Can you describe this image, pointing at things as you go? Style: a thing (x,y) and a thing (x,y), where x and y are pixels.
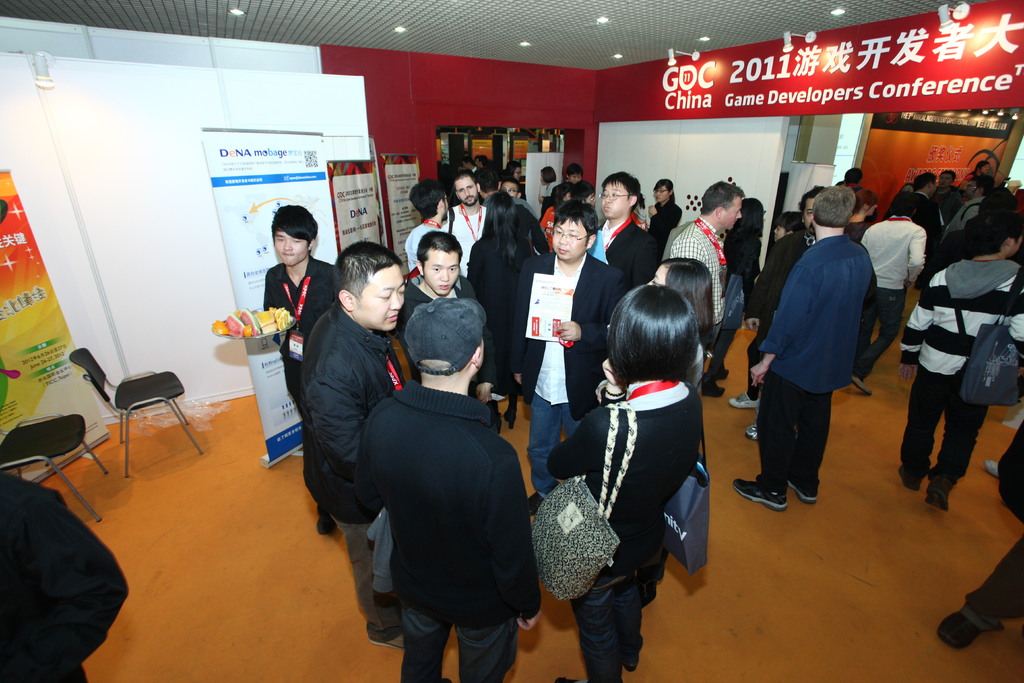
Here we can see group of people (633,372) on the floor (227,625). There are chairs (68,419), banners (67,404), and boards (828,90). This is ceiling (502,45). Here we can see lights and wall (377,108).
